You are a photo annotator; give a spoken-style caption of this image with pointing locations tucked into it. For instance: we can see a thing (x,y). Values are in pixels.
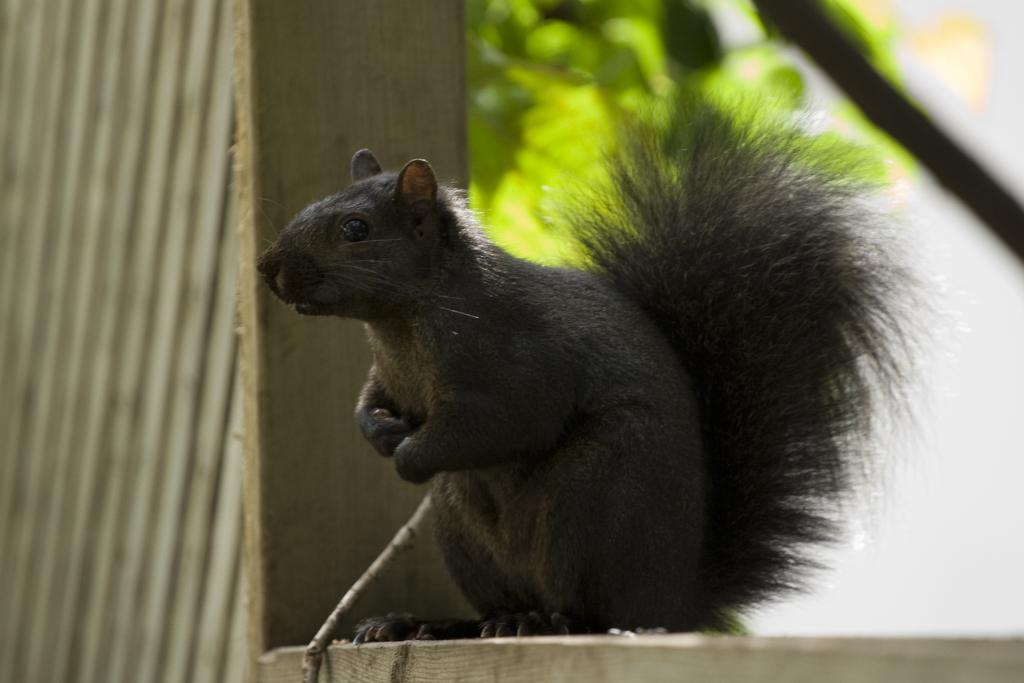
In this picture I can see there is a squirrel (573,573) which is sitting here on the wooden frame (366,661) and in the background (568,92) there are plants (513,241).
